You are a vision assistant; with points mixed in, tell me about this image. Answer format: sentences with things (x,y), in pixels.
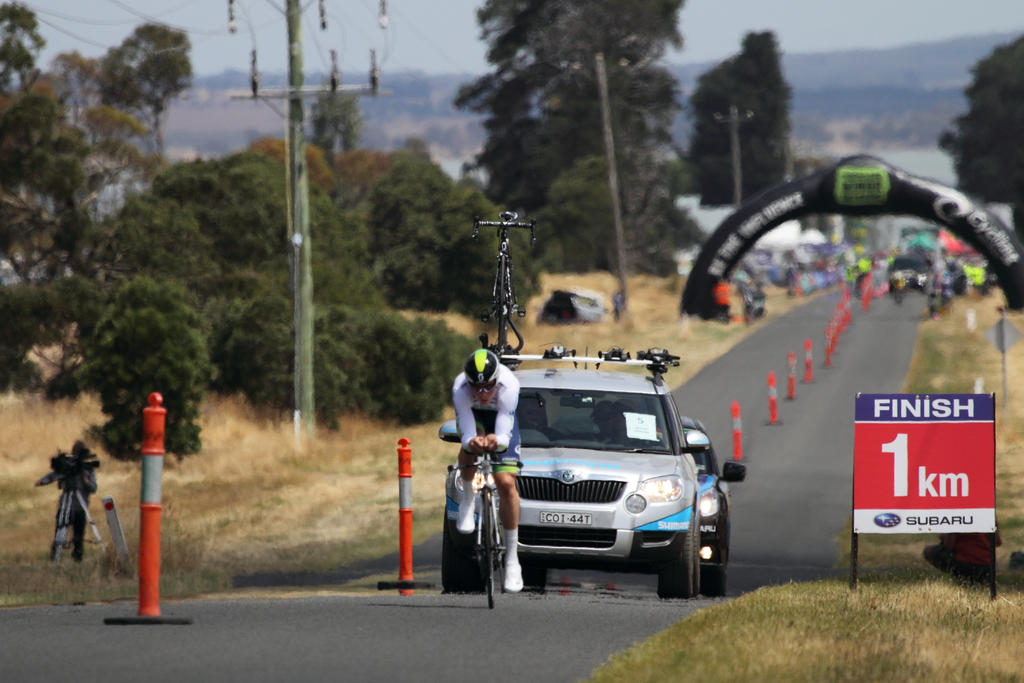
In this image I can see a road (457,665) and on it I can see few vehicles (523,438), number of orange and white colour poles (149,431) and here I can see a man (503,450) is sitting on a bicycle (492,515). I can see he is wearing white dress (470,418), white shoes (457,524) and a helmet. In the background (396,478) I can see grass (681,371), few poles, wires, number of trees (131,162), a board (870,410), a camera (76,456) and over there I can see a black colour thing (879,175). I can also see something is written at few places and I can see this image is little bit blurry from background (701,90).
